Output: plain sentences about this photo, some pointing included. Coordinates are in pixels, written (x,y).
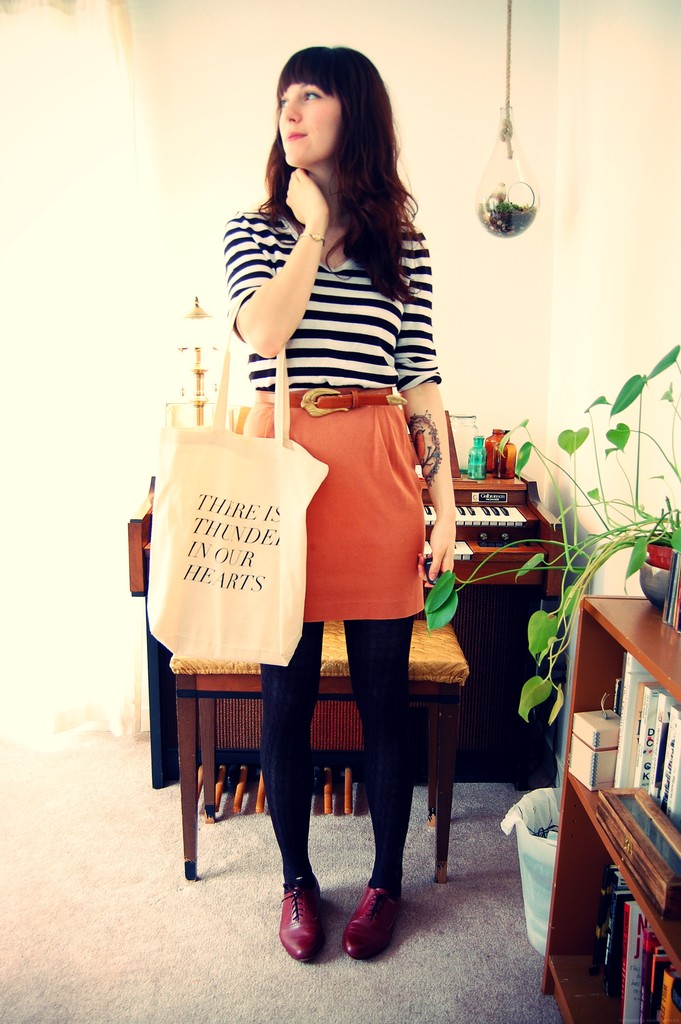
In the center (330,388) there is a lady (335,438) she is holding one cloth bag (289,483). And back of her there is a bench (449,657), near to bench (449,642) there is a key board (482,502). And the right side (643,538) there is a plant (651,536) below plant (654,571) there is a shelf (636,889) with full of books (649,740). Beside shelf (585,849) there is a dustbin (554,861).
